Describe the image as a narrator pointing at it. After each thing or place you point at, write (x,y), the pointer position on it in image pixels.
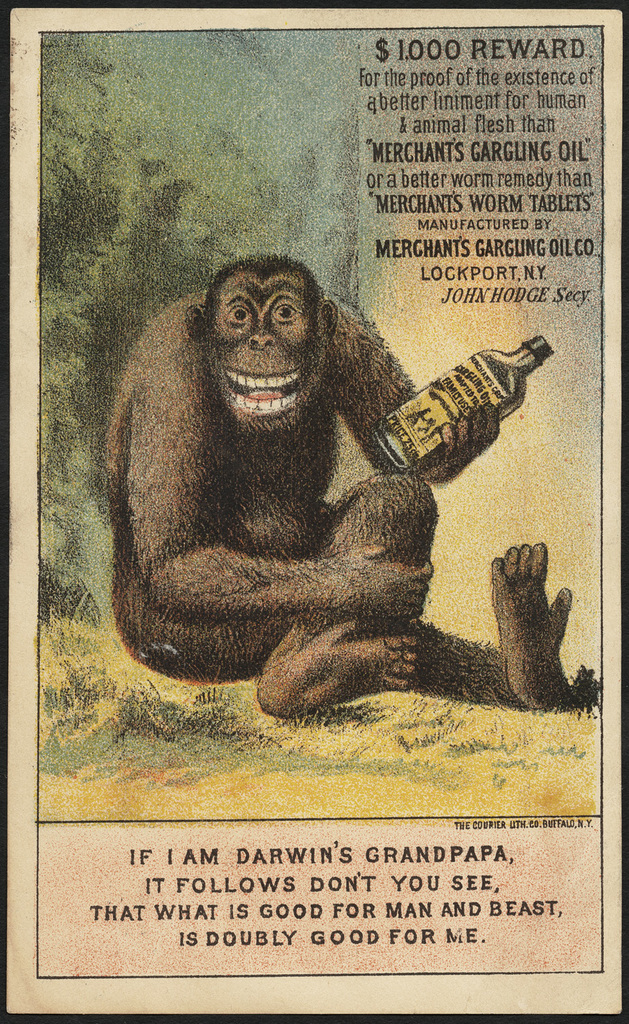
In this image, we can see a poster (313,500) with some image (254,405) and text (526,291) written.
